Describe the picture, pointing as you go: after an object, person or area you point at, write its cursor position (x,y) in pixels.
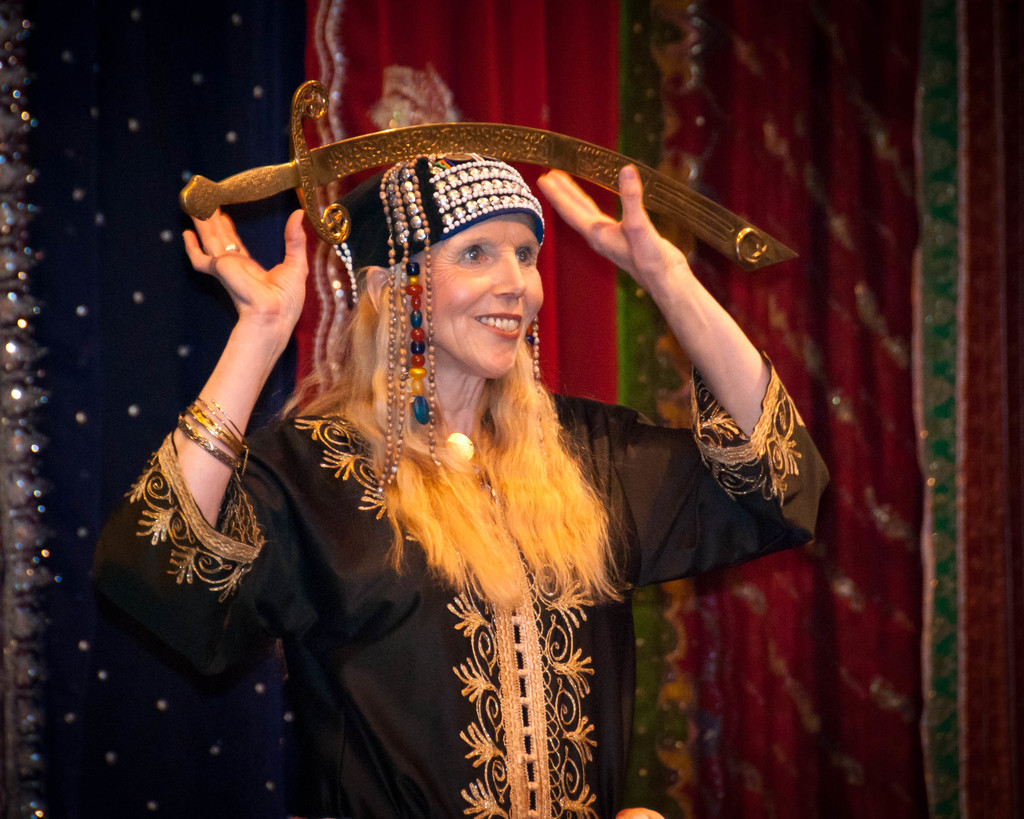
In this picture I can observe a woman (389,603) wearing black color dress (364,522). She is smiling. In the background (603,127) I can observe red color curtain (423,87).
